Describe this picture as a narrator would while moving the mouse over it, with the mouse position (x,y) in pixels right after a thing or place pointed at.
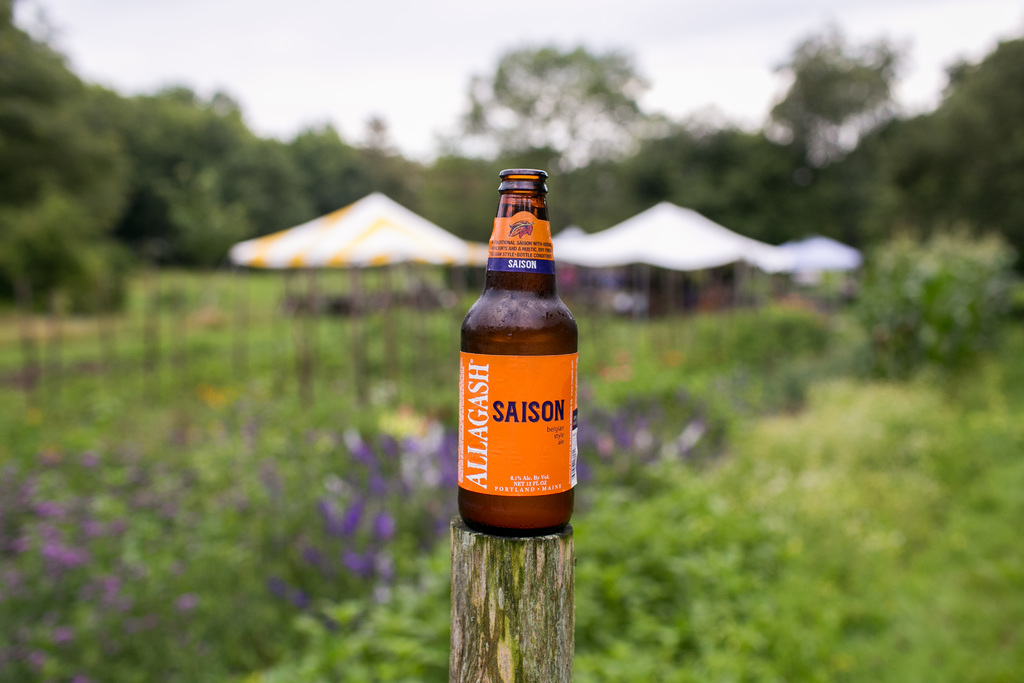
This picture shows few plants (289,520) and trees (250,163) and we see few tents (580,241) and a bottle (525,392) on the pole (540,594) and we see a cloudy Sky (305,93).
